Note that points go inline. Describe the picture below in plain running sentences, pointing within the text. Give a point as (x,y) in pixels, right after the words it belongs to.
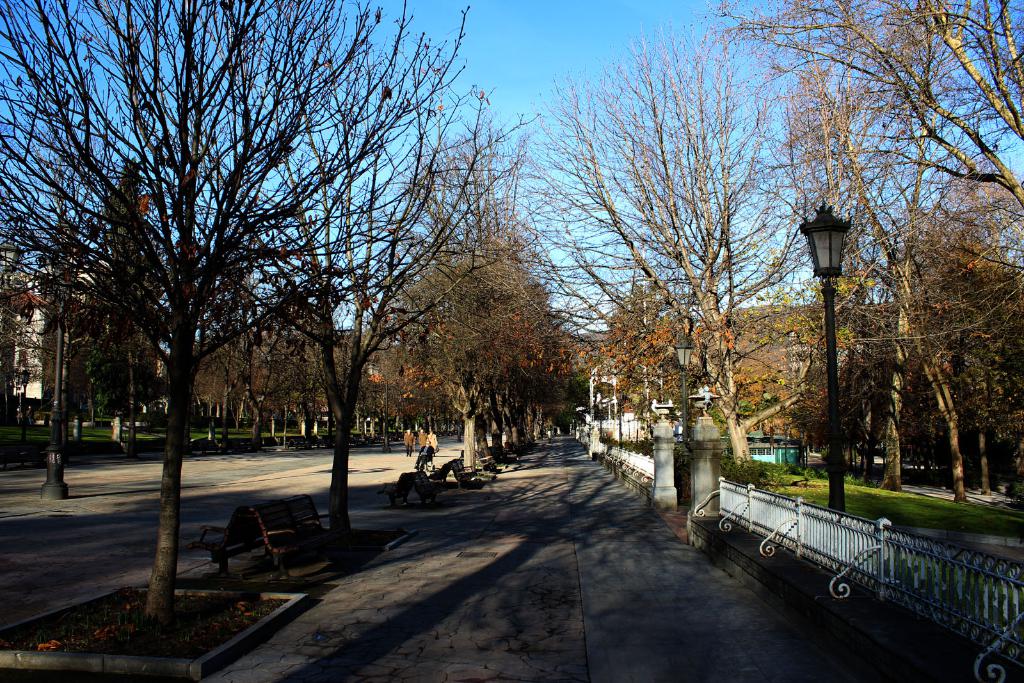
In this image I see the path (398,646) and I see benches (391,497) over here and I see the fencing (634,467) over here and I see the street lights (56,373) and I see the green grass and I see number of trees (816,54) and I see the buildings (40,280) and in the background (868,135) I see the blue sky (659,11).
